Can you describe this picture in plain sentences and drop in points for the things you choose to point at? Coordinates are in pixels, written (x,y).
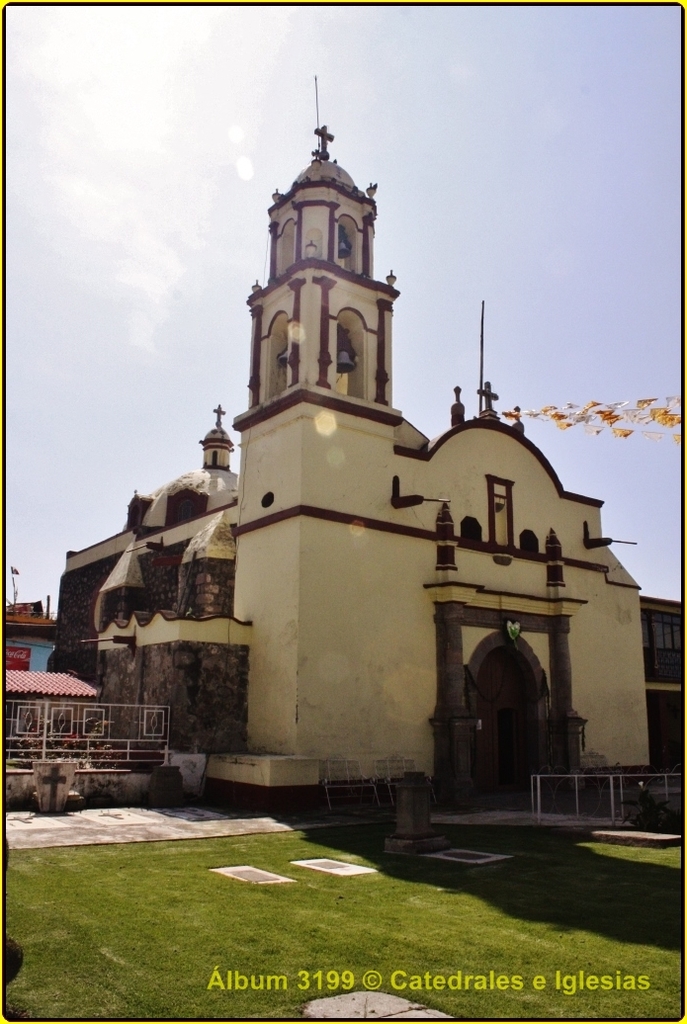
In this image I can see a building (583,679) in brown and cream color, grass (421,885) in green color. Background (72,261) the sky (481,195) is in white color.
